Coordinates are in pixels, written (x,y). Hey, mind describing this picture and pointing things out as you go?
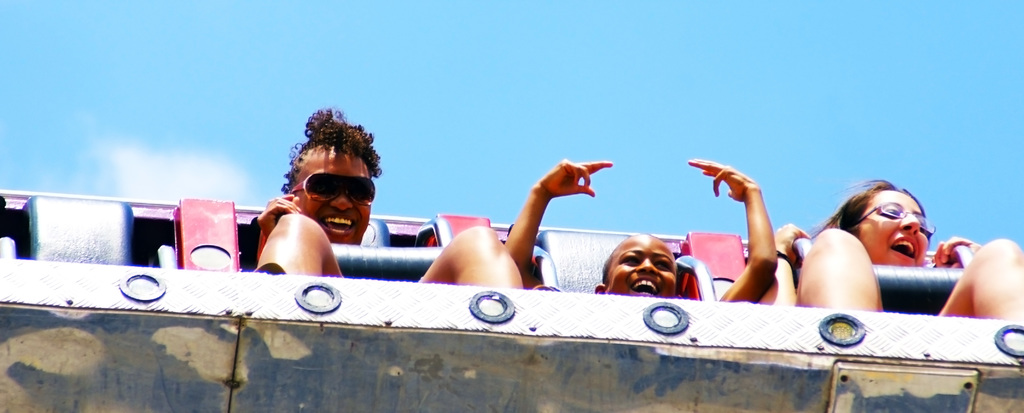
In this image we can see three people (778,250) are sitting on an amusement ride (468,299). In the background (387,156) there is sky (410,125) with clouds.
